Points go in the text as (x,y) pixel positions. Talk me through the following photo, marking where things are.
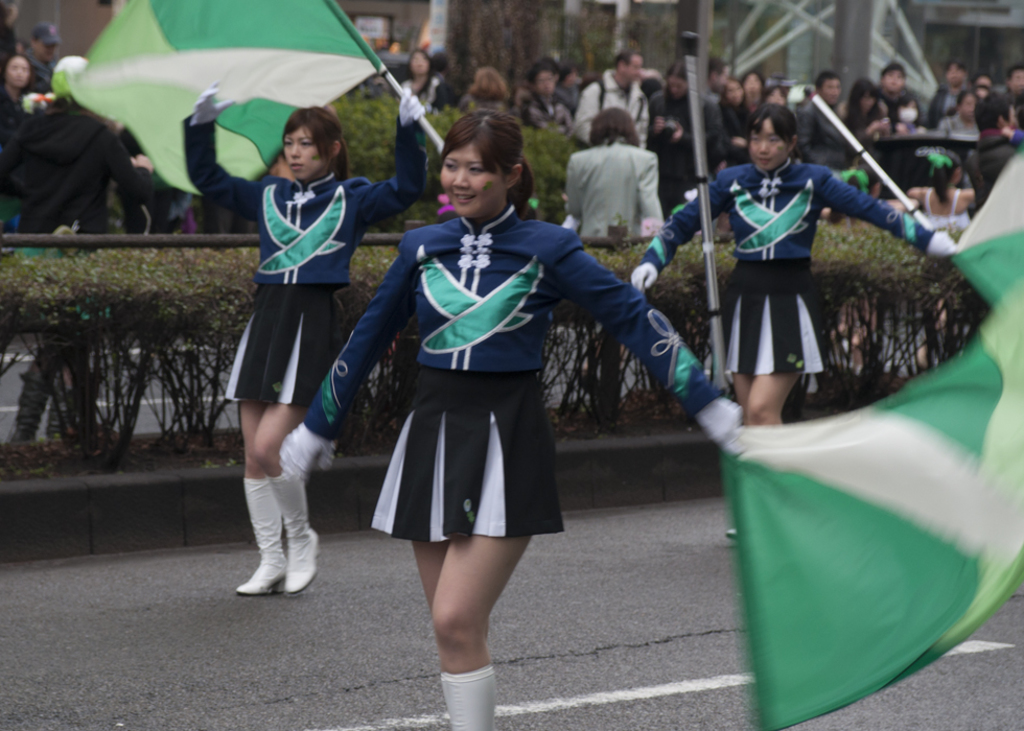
Here I can see three women (375,327) wearing uniforms (764,311), holding flags (286,15) in their hands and standing on the road (346,644). It seems like they are dancing. At the back of these people (478,492) there are some plants (181,285). In the background (605,115) there is a crowd of people (581,110) and few poles (776,47).
